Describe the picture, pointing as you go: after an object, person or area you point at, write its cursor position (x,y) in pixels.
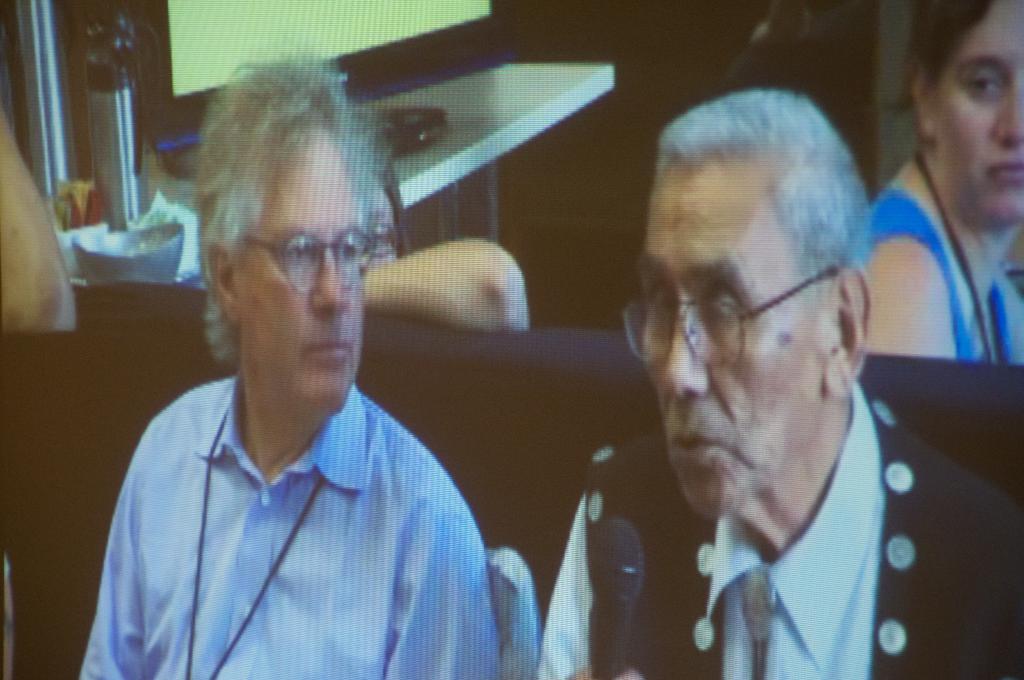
In this image, there are two persons (827,407) wearing clothes (337,552) and spectacles (728,314). There is an another person (876,235) in the top right of the image (910,191). There is a table (480,111) in the top left of the image (332,38) contains a monitor (423,69).
